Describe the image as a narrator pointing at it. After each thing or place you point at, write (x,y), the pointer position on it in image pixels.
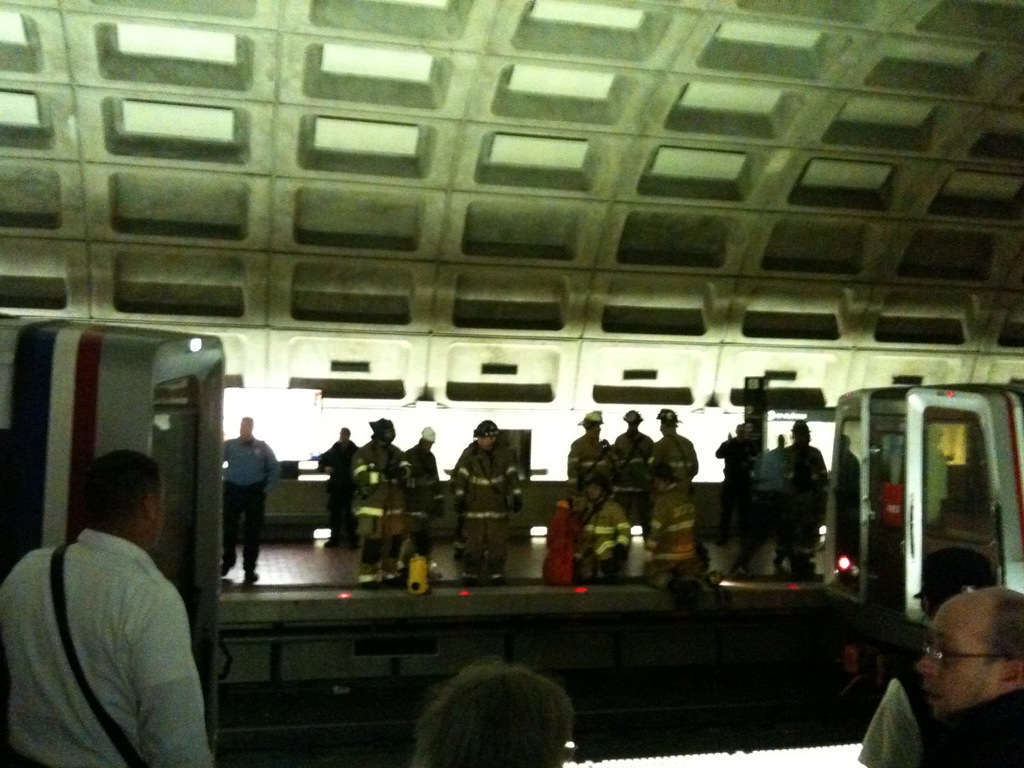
In this picture there is a train (219,464) and there are few persons (607,505) standing on either sides of it on the platform (616,651).
